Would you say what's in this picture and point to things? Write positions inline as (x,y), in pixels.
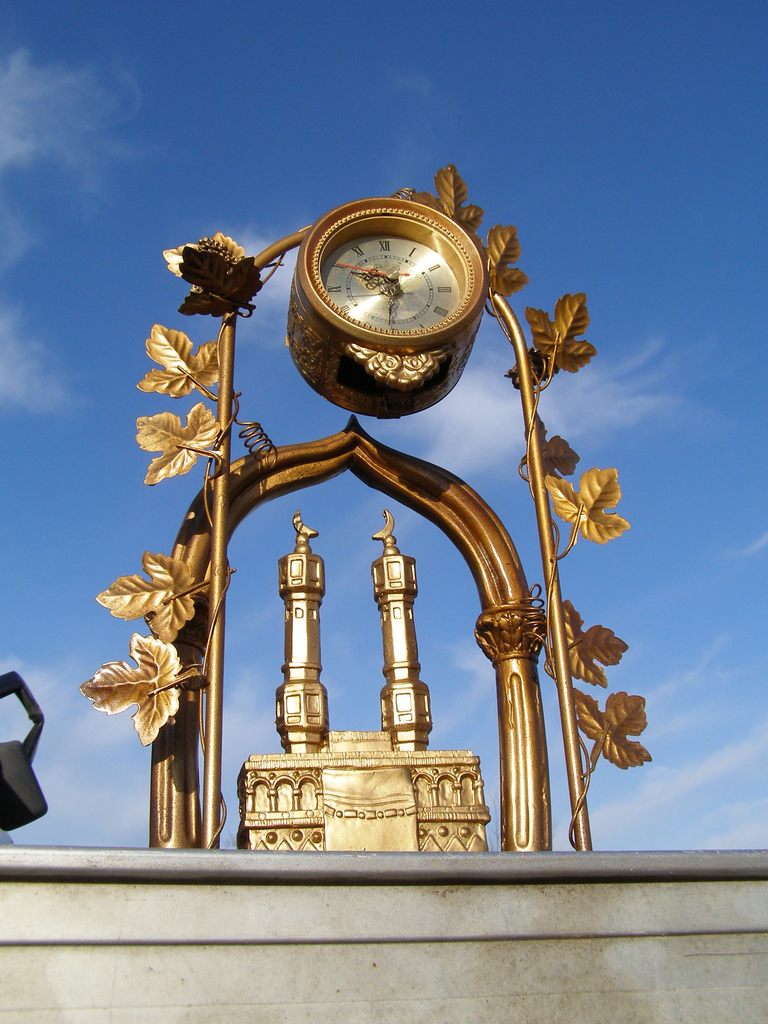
In this image we can see an arch (395,485) with the clock (450,308). We can also see the depiction (283,666) of a mosque (391,643). In the background (291,157) there is sky (652,204) with some clouds (686,773) and at the bottom (307,927) we can see the wall (422,917).
